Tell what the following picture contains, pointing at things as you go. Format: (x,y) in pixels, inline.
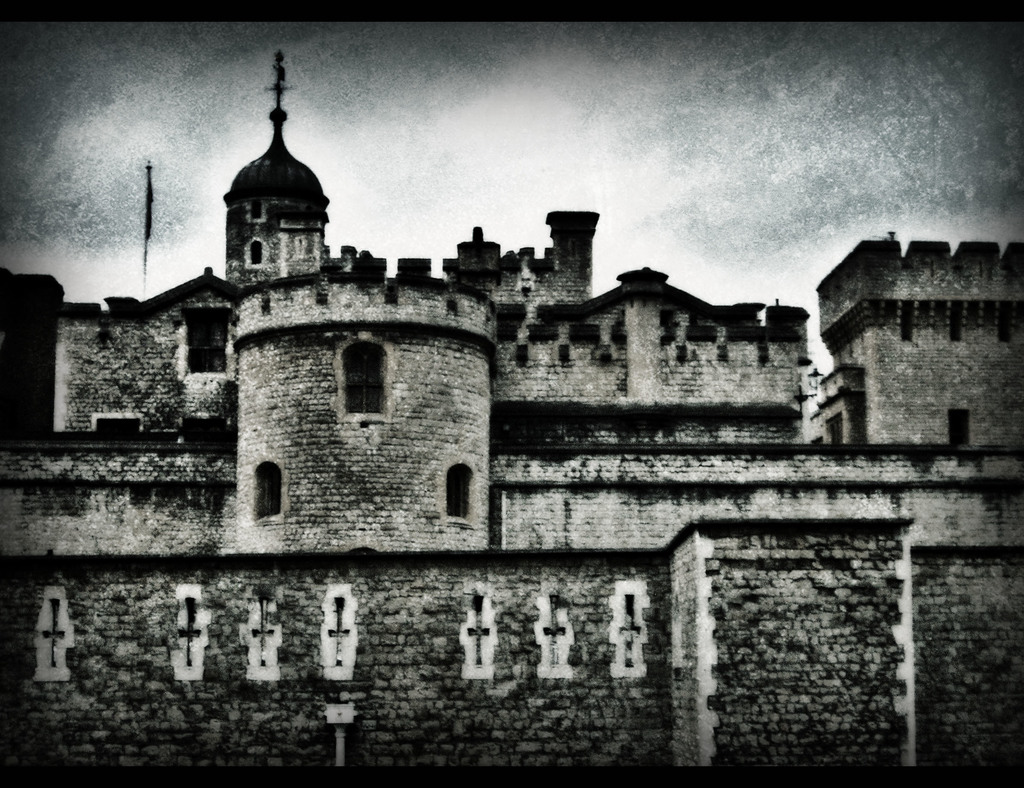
In this picture I can see the monument (649,727). In the top left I can see the cross mark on the top of the dome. Beside that there is a flag (148,211). At the top (789,123) there is a sky (656,120).
